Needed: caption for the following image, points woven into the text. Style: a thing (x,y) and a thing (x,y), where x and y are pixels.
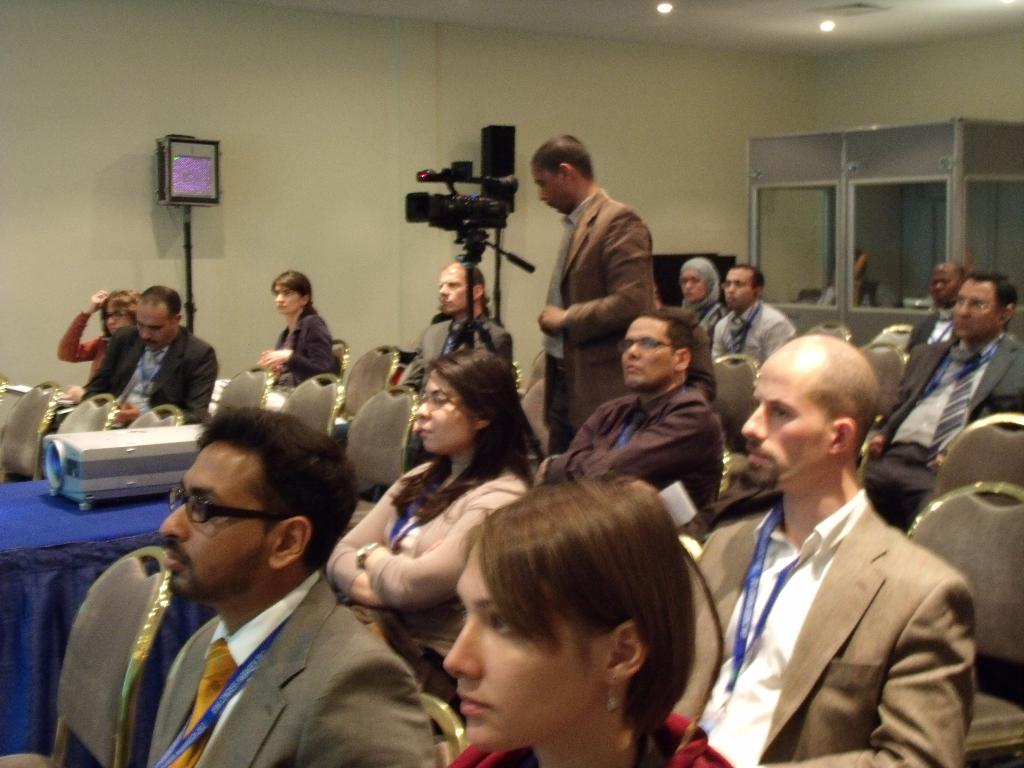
In this image there are people (502,463) sitting on the chairs (78,704). There is a projector (166,484) on the table (161,513). There is a person (558,301) standing in front of the camera. In the background of the image (315,225) there is a wall (193,64). In front of the wall (198,263) there is some object (163,199). There is a person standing inside the cabin (835,287) and there are some objects (832,298). At the top of the image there are lights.
